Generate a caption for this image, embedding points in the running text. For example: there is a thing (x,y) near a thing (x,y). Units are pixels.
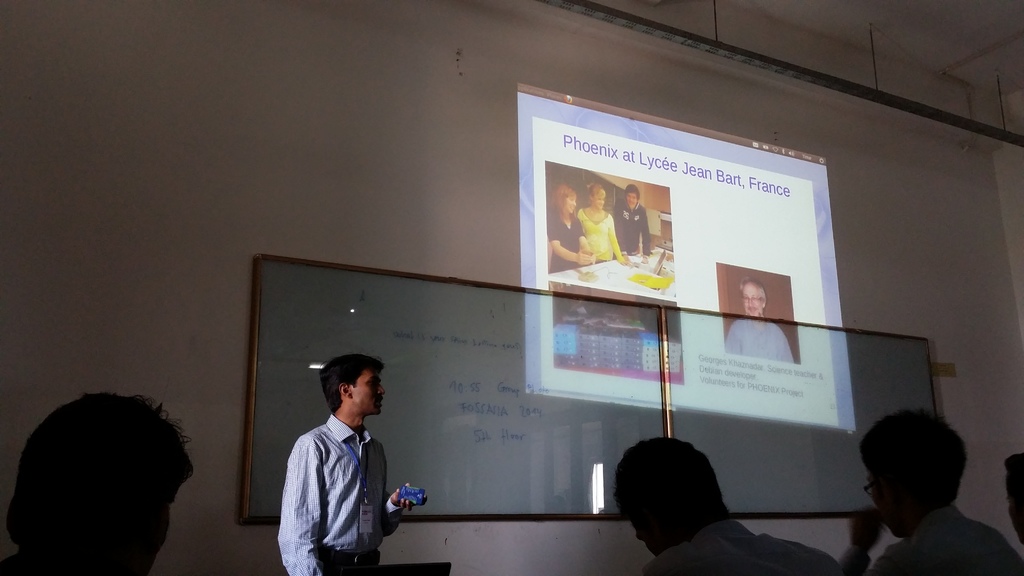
At the bottom of the image (929,549) few people (126,485) are sitting. In front of them a person (304,541) is standing and holding something in his hand (408,493). Behind him there is a wall (515,271), on the wall (235,551) there is a board (532,295) and screen (691,392). At the top of the image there is ceiling (547,1).
